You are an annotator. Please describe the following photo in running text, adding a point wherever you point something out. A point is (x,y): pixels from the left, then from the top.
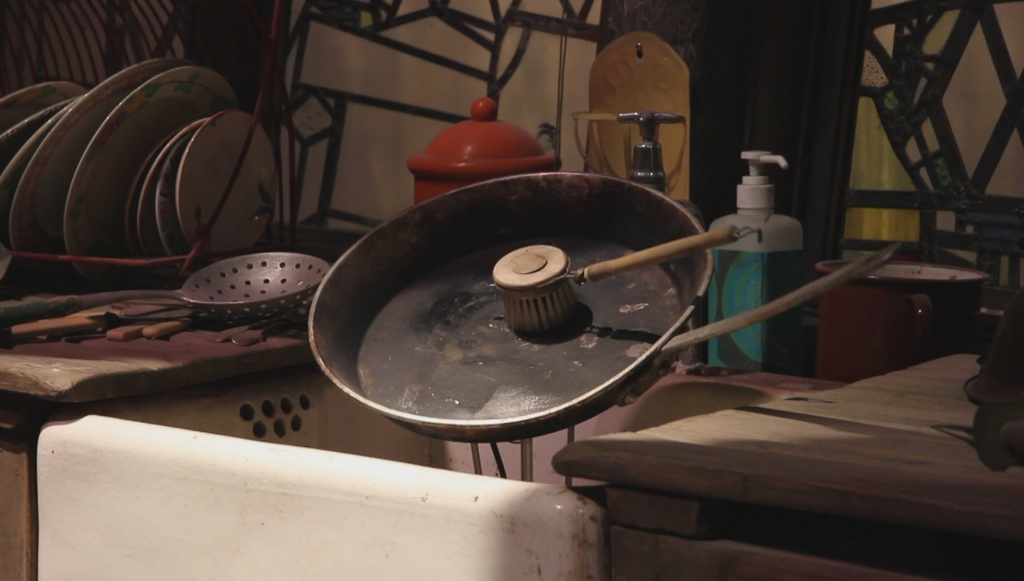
This is a picture of the kitchen (375,438). Here there is a white sink (433,513). In the sink (426,526) we can see a pan (442,291) with a washing and cleaner brush (555,302). This is a bottle (768,274). This is a tap (653,138). Beside to the bottle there is a cooking container (879,313). Here we can see plates (152,180) which are arranged in a neat format. This is a table (165,366). Here we can see cooking spoons (232,324). This is a table (873,471) with wood (856,458).
